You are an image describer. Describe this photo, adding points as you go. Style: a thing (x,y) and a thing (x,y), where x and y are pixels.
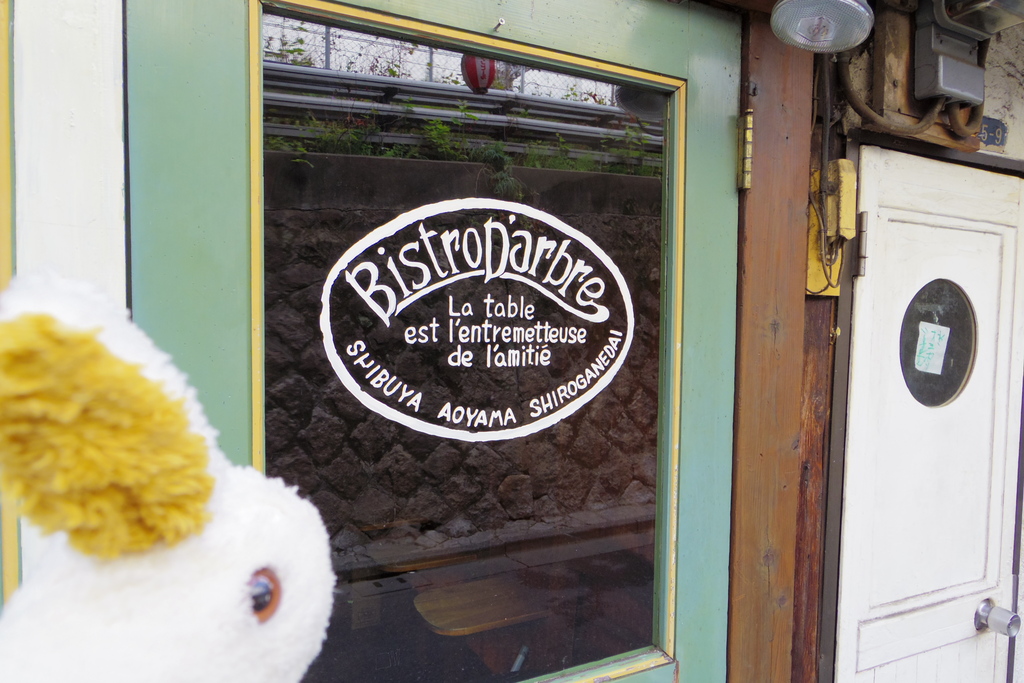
In this image, we can see a door (847,628). We can also the wall (767,70) with some objects (801,42). We can also see an object (108,674) on the left (293,665). We can also see some glass (503,236) with text (463,309). We can also see some reflection (589,488) in the glass (435,449).
